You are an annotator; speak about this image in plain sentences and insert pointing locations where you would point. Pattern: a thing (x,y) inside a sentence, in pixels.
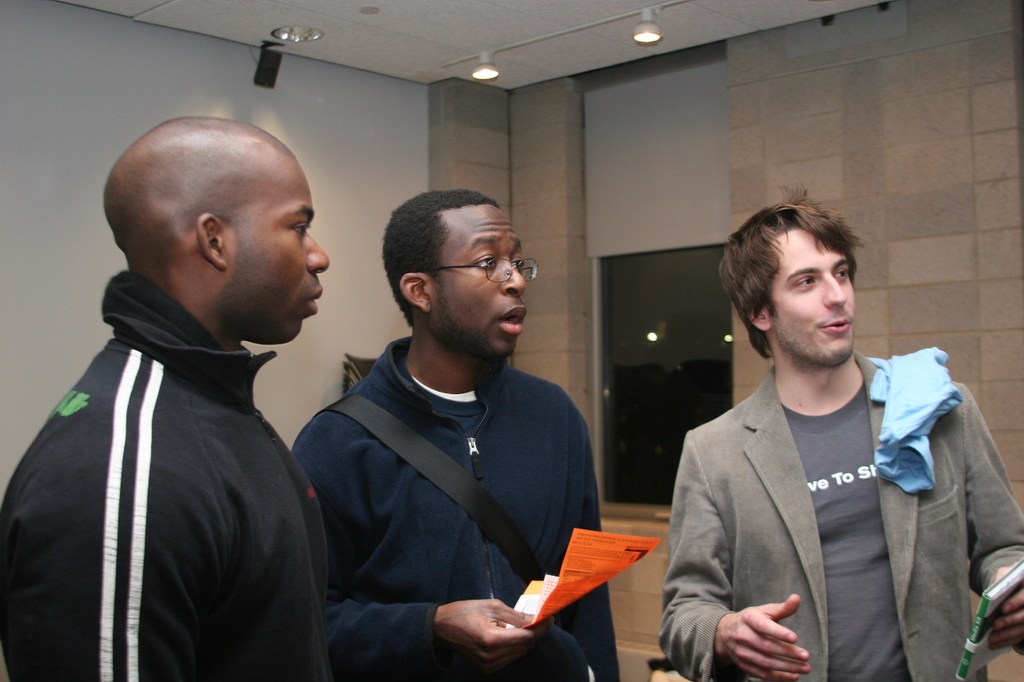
In this image I can see 3 men (461,592) standing in a room (78,232). The person (461,592) standing in the center (383,382) is holding papers (577,578). The person (820,674) standing on the right (957,573) is holding a book (973,641). There is a white board (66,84) at the back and there is a window (649,261) at the back (676,369).
